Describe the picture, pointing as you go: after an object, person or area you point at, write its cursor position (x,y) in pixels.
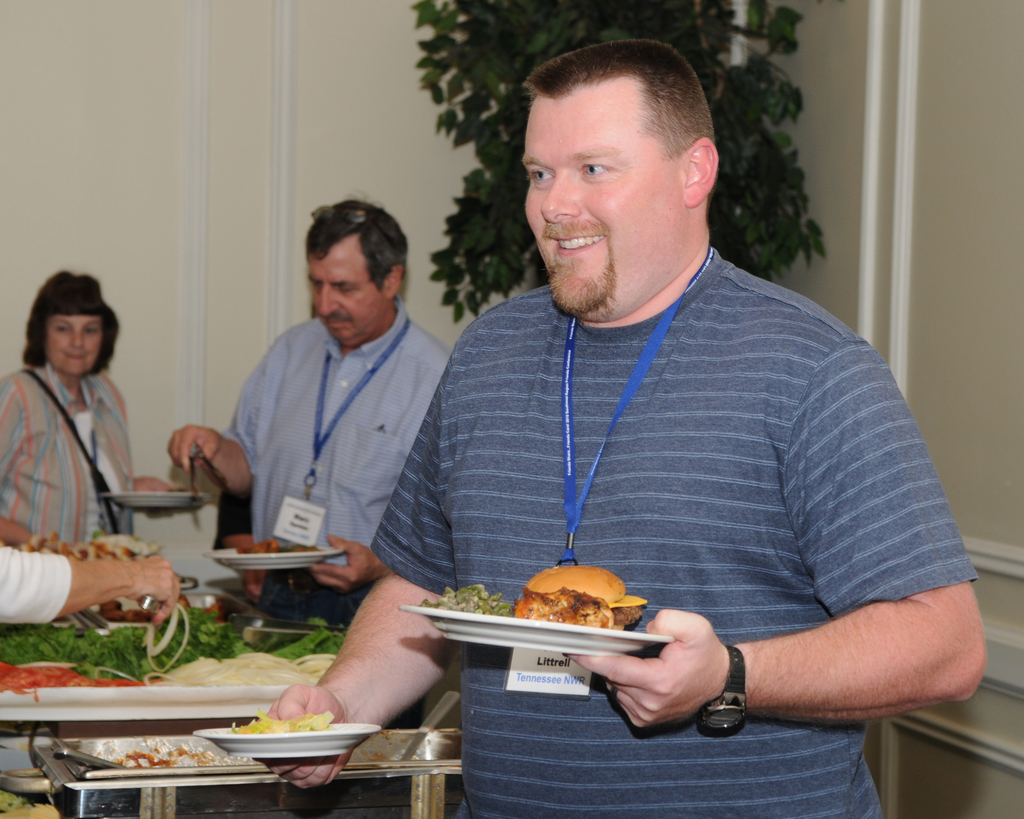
In this image we can see a person (502,533), food (597,584) in the plates (576,635) and other objects (355,770). In the background of the image (76,446) there are persons (296,354), plates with food (162,642), food items (35,669), plant (470,219), wall (4,185), utensils (223,703) and other objects (69,425).
